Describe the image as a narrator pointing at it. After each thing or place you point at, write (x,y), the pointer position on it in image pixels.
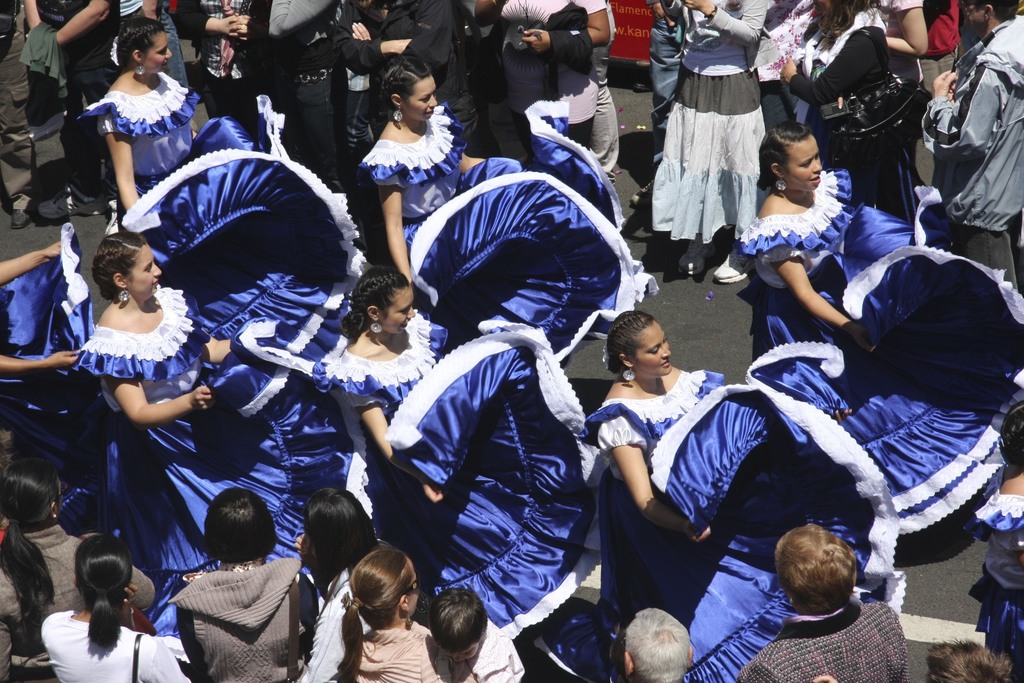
In this image we can see people (447,405) wearing costumes (455,390). In the background (643,31) there is a board (637,46).
